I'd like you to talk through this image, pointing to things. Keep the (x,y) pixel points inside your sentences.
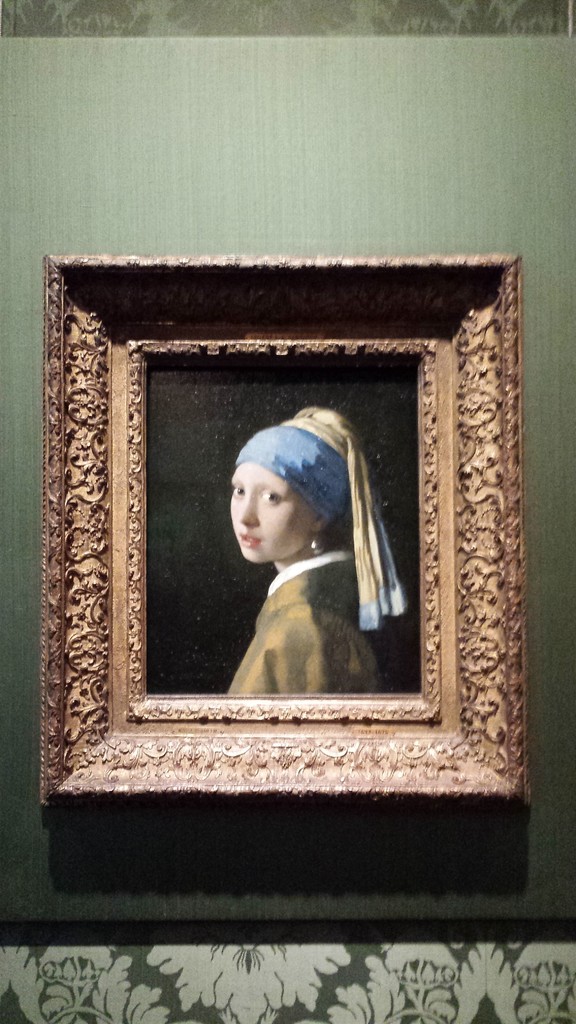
In this image, we can see the frame (302,534) of a woman (302,534) on the wall (88,864).
